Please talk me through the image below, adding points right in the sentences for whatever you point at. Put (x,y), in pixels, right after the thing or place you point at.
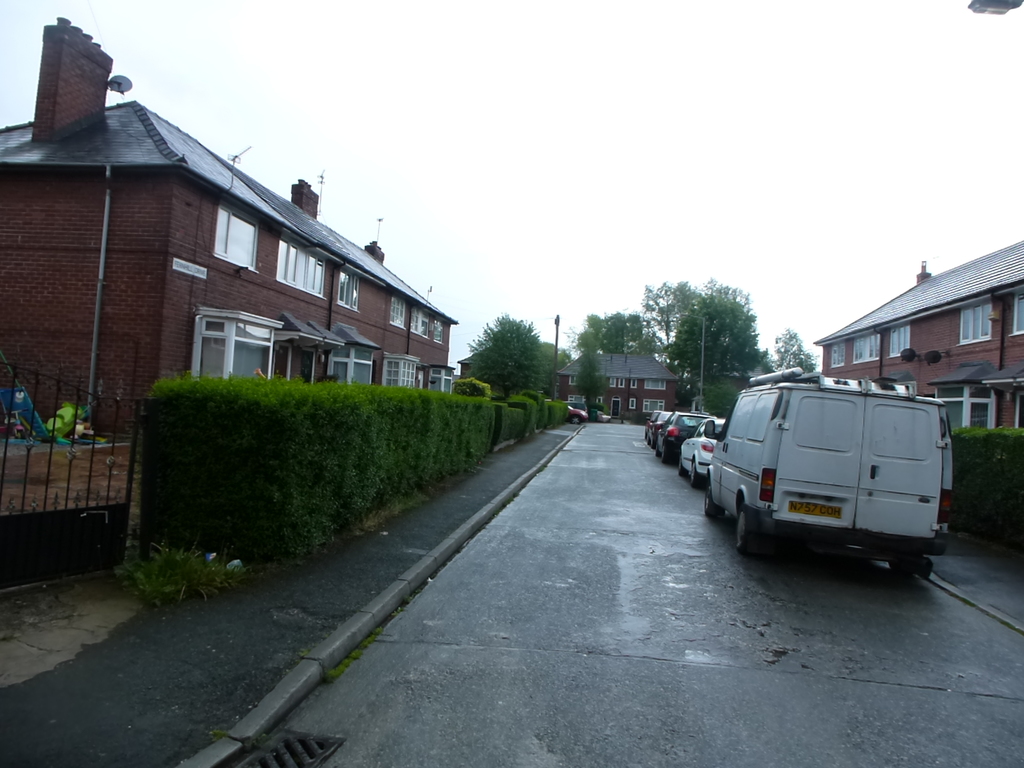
In the center of the image (580,473) there is a road (605,573) on which there are vehicles (695,479). To the both sides of the image there are buildings (900,360). In the background of the image (616,328) there are trees (685,331). At the top of the image (551,125) there is sky (679,169). To the left side of the image (114,442) there is gate (100,522).
